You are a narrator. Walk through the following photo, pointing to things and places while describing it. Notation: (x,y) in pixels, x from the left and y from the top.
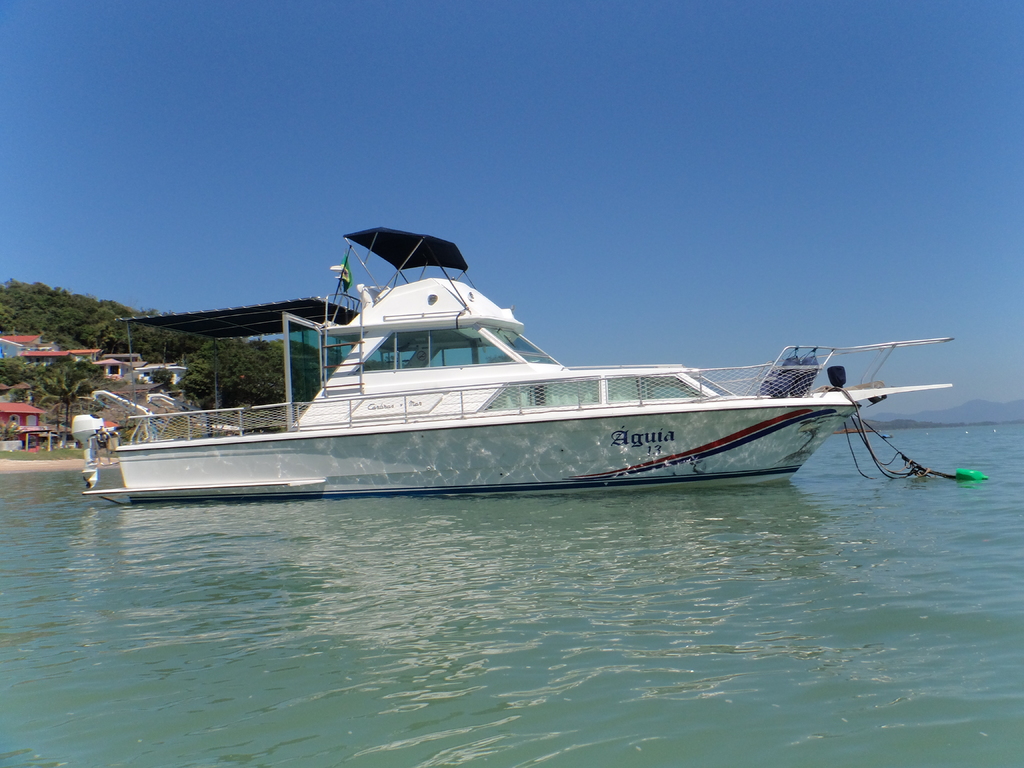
In this picture we can see water (528,666) at the bottom (330,658), there is a boat (622,454) in the water (604,638), in the background (66,379) there are some trees (39,307) and buildings (31,415), we can see the sky (303,161) at the top of the picture (349,135).
